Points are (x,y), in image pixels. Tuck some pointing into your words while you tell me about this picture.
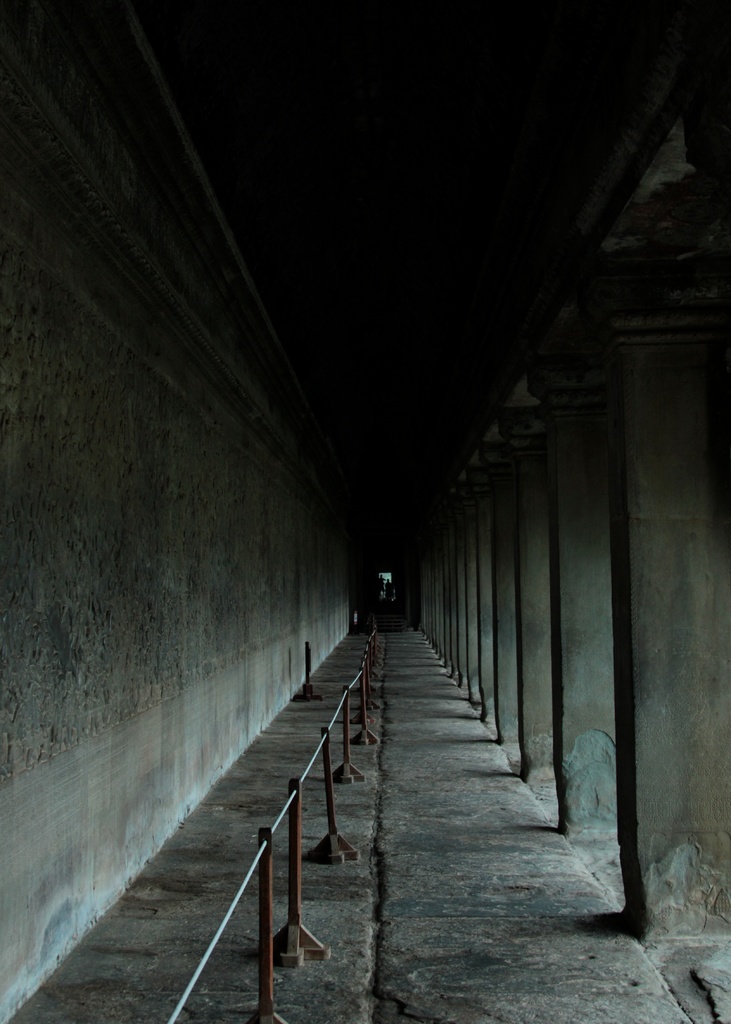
In this image we can see railing (333,844), floor (507,971), pillars (544,639) and a wall (222,601).
